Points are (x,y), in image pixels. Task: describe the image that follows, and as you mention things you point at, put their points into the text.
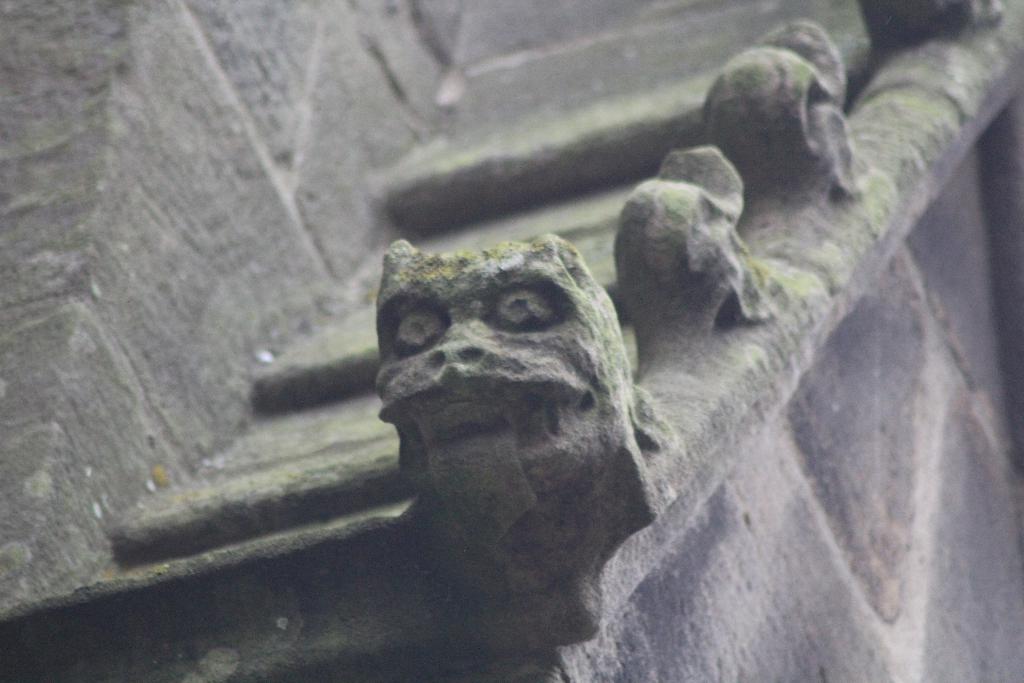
In this image we can see some carving (536,400) on a wall (308,503).
